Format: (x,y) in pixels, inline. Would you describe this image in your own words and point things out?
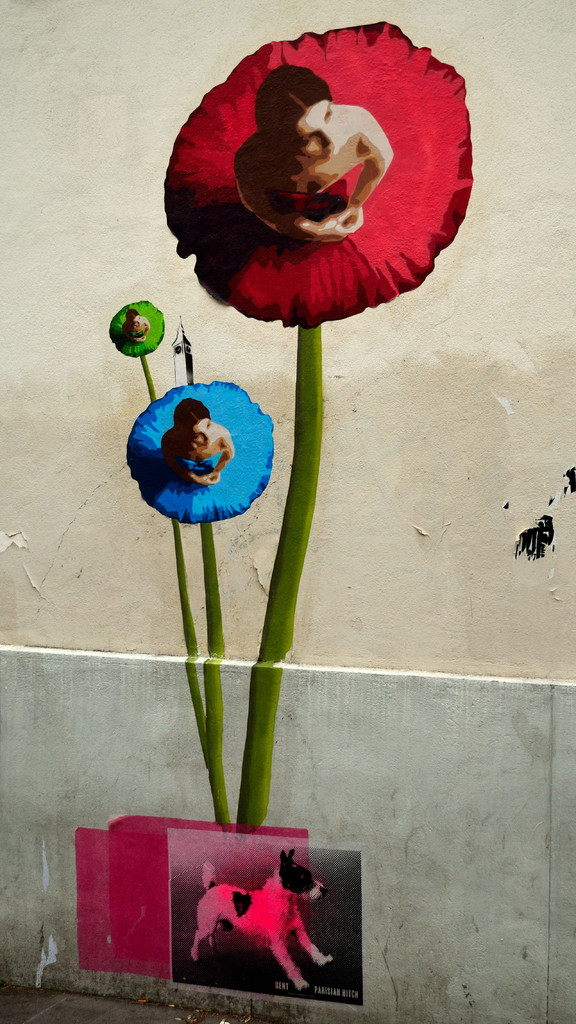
This picture shows painting (187,906) on the wall (151,733) and we see a dog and woman (285,137).
